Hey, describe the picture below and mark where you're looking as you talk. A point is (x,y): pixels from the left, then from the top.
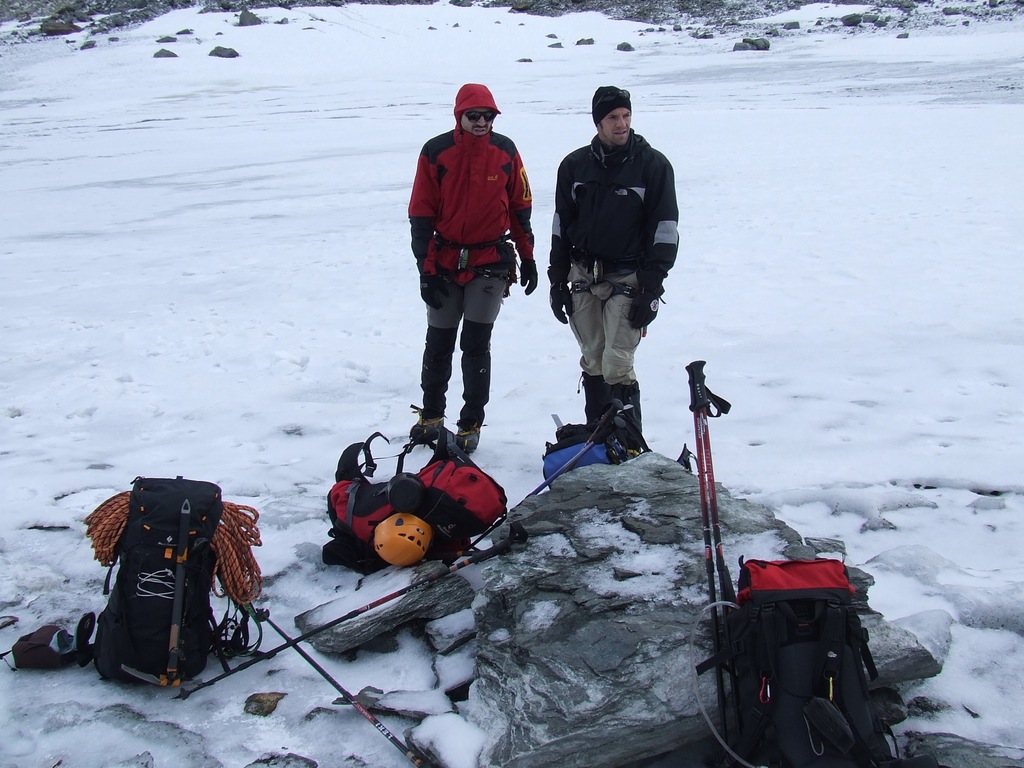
In this picture there is a man (467,204) who is wearing a red jacket (464,206) and goggles (479,119) on his eyes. He is also wearing a red hood (478,101). There is also another man (606,131) who is wearing a black jacket (604,252) and a cap (614,93) on his head (622,104). There is snow (129,241). There is a bag (173,603) and a rope (256,570). There is a helmet (407,548) attached to the bag (451,509). There is a rock (632,564) and poles (717,534) beside the rock (562,626).
